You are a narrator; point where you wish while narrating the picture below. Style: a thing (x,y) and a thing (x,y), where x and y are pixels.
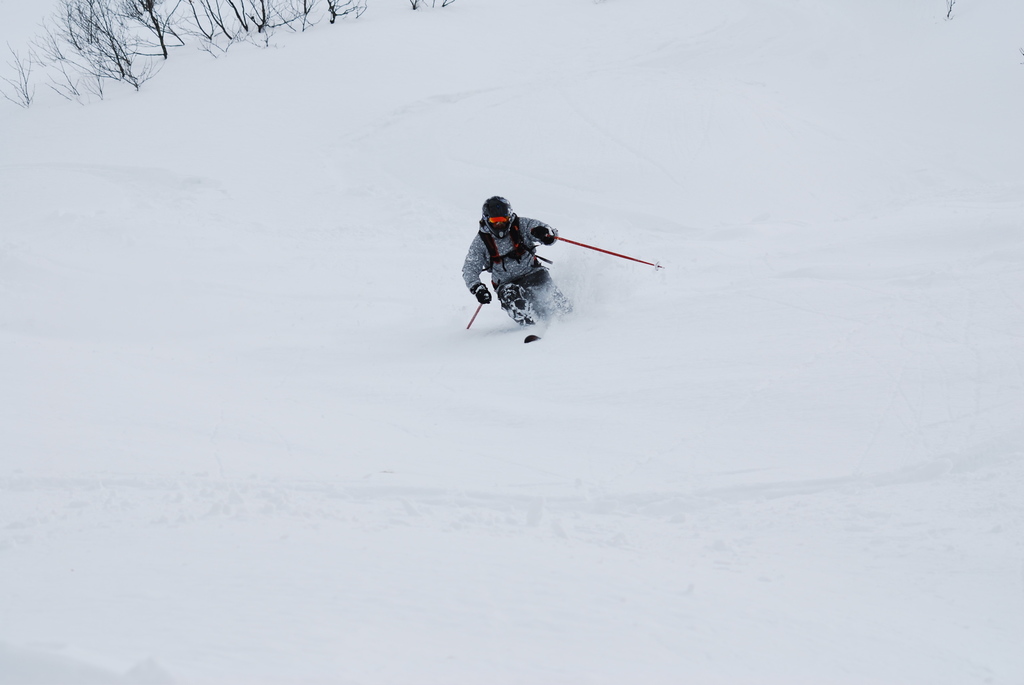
In the center of the image (514,243) there is a person (536,283) skiing on the snow (319,381). In the background (208,45) there are plants (138,62).
